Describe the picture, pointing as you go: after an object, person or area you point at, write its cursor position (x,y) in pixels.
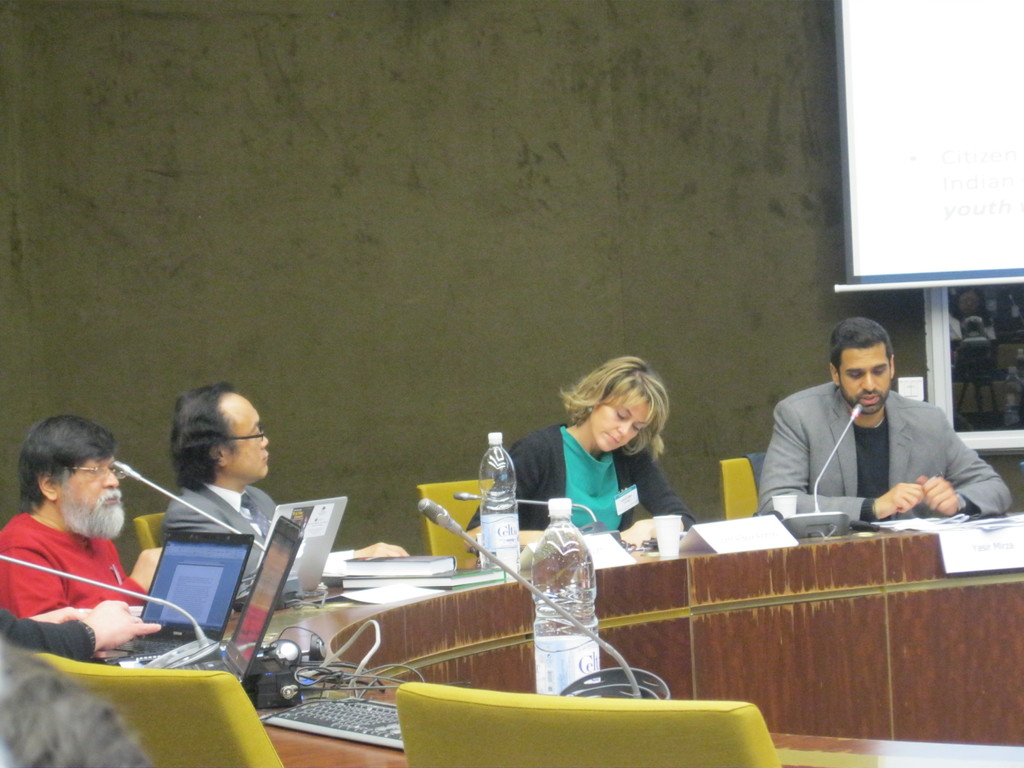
In this image I can see number of people (79,614) are sitting on chairs (740,462) and on the left side of the image (66,560) I can see two men (183,514) are wearing specs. In the front of them I can see a desk (871,533) and on it I can see few bottles (486,469), few boards (744,533), few papers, few laptops (319,541), few mics (627,684), a keyboard (292,711), few wires (331,679), a glass (665,529) and other things. On the top right side of the image (1018,17) I can see a projector screen (965,249) and on it I can see something is written.
